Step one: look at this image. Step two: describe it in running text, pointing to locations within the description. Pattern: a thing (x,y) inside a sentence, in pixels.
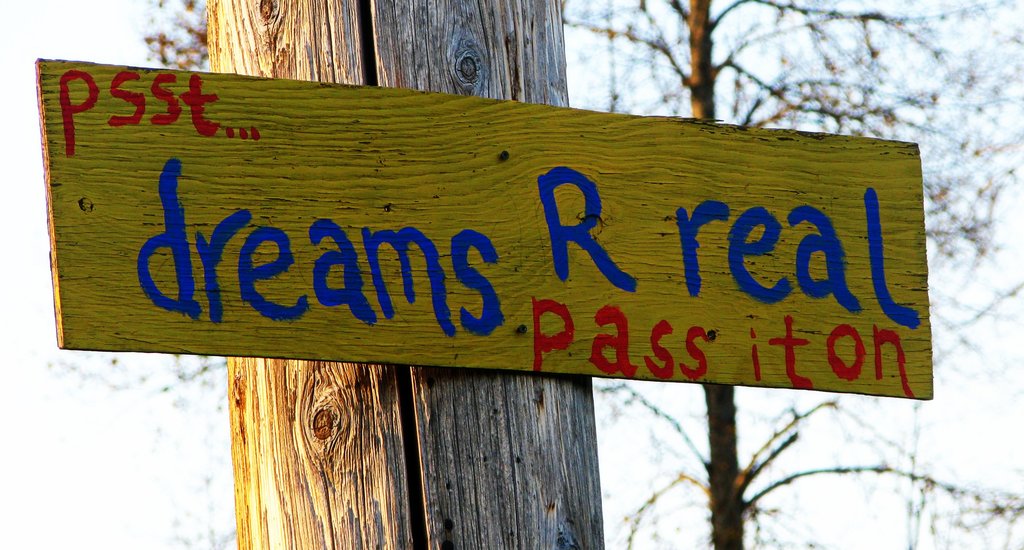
In this picture we can see a board (390,98) on tree trunk (409,87) and we can see tree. In the background of the image (953,421) it is white.
